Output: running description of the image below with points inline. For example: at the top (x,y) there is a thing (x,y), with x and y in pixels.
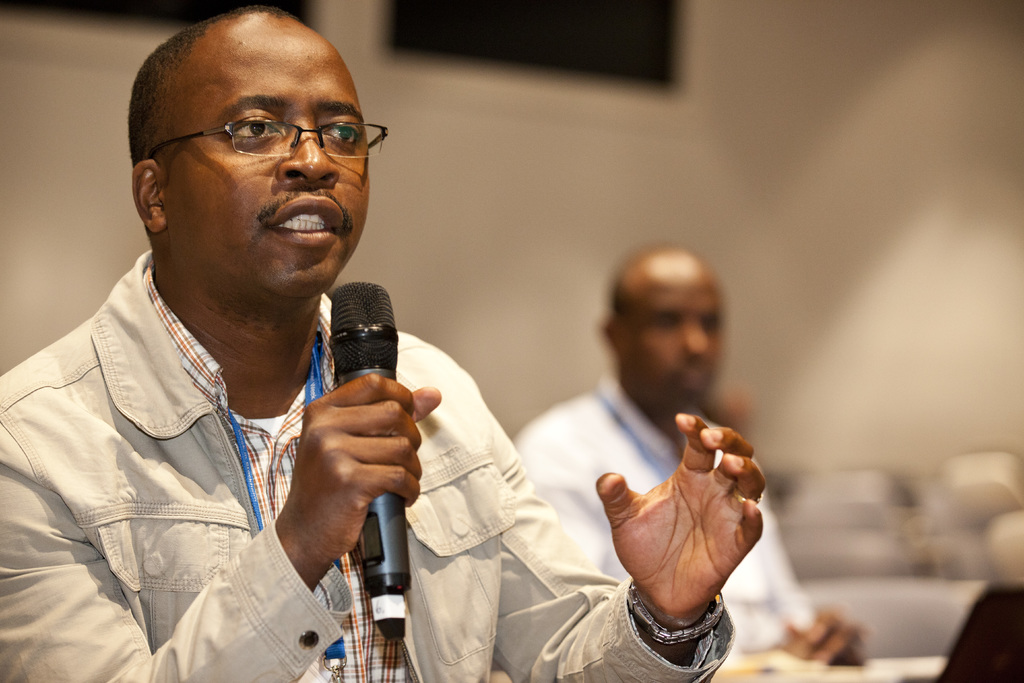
In the image we can see there is a man (344,503) who is sitting and holding mic (394,524) in his hand (331,529) and he is wearing an id card (252,497). Behind there is another person (705,338) who is sitting and behind the image is little blurry and the man (413,539) in front (697,618) is wearing wrist watch (692,633) and a jacket (159,584).
